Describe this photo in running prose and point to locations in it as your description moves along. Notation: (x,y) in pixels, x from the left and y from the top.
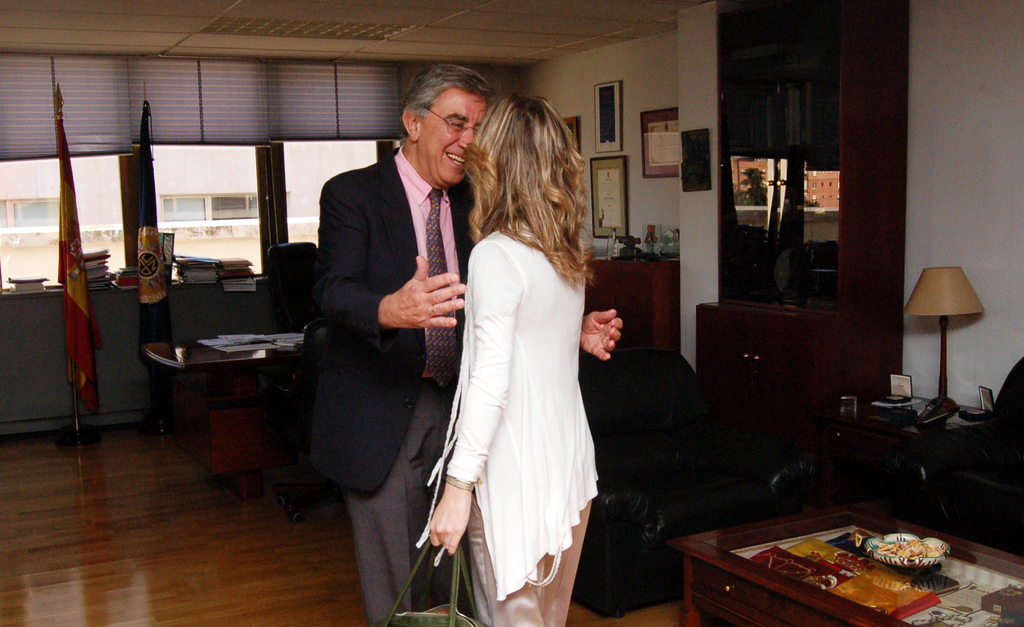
In this image I can see two people (444,426) with different color dresses (487,407). One person (472,430) is holding the bag (433,611). To the side of these people (573,445) I can see many couches (621,422) and the teapoy (756,543). To the side of the couch (916,461) I can see the lamp (924,294) on the table (884,428). To the side of the lamp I can see the dressing table (765,345). In the background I can see the flags (152,415), papers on the table (197,415) and some books (189,265) and objects (169,265) on the window shelf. I can see the boards (668,152) to the wall (617,60). There is a window blind (201,130). I can see the building (207,155) through the window (211,180).
